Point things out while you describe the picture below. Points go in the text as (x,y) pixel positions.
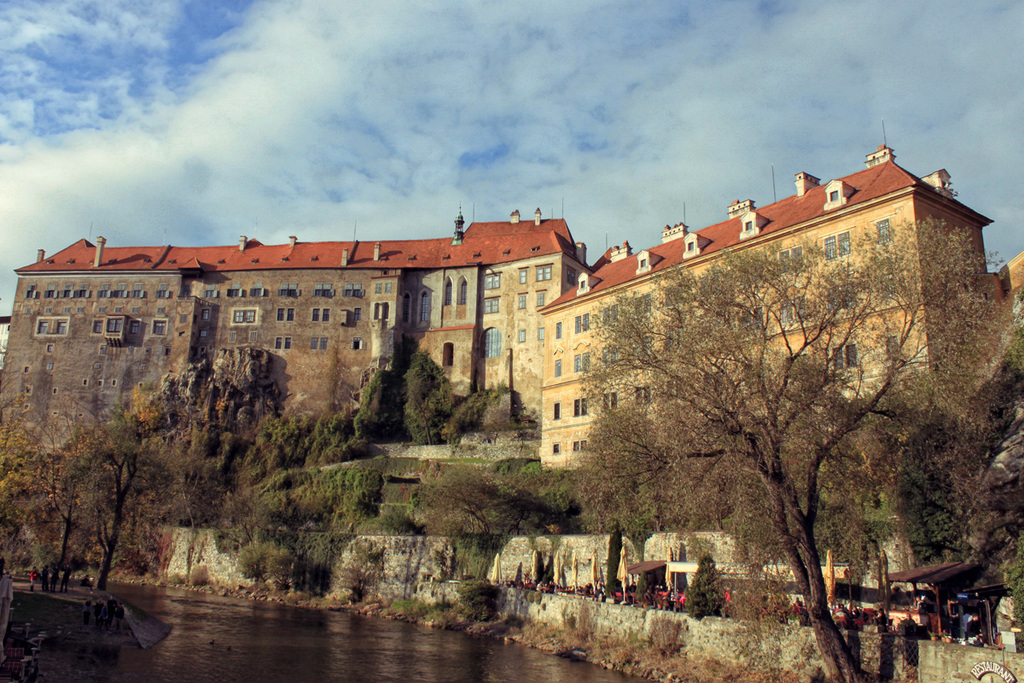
In this image in the front (263,642) there is water (328,648). In the center (348,443) there are trees (503,529) and in the background (120,277) there are buildings (547,271) and the sky (367,92) is cloudy and there are persons (603,586) in the center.
